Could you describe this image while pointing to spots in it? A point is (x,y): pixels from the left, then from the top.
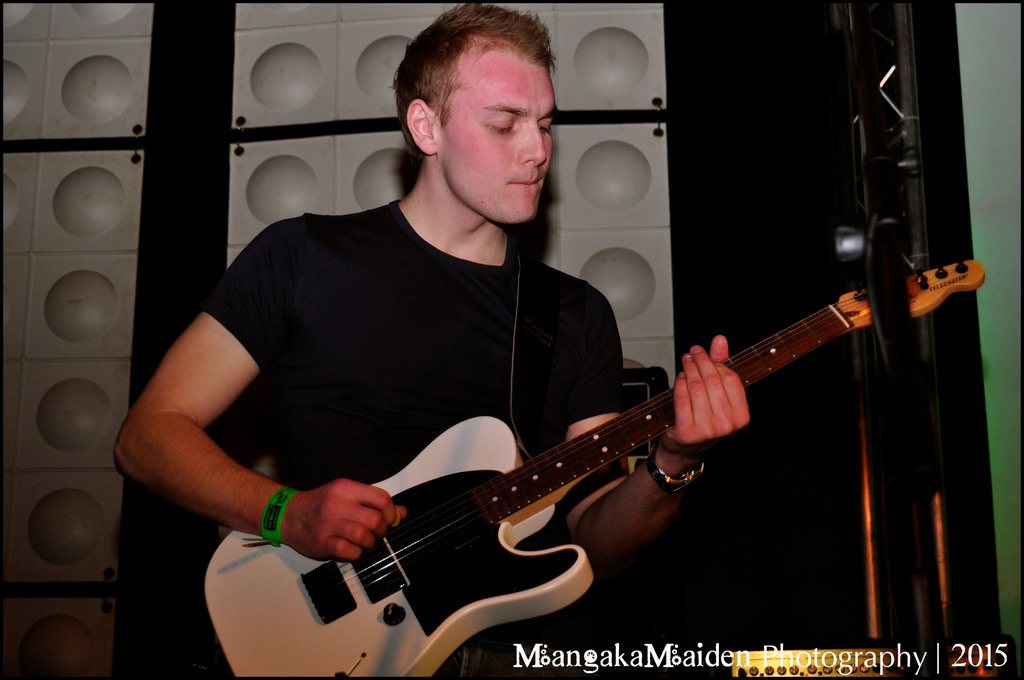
In this image I can see there is a person (508,83) playing guitar (580,457) and I can see there is something written at the bottom of the image (823,666) and there is a white surface (633,9) in the background (304,140).
